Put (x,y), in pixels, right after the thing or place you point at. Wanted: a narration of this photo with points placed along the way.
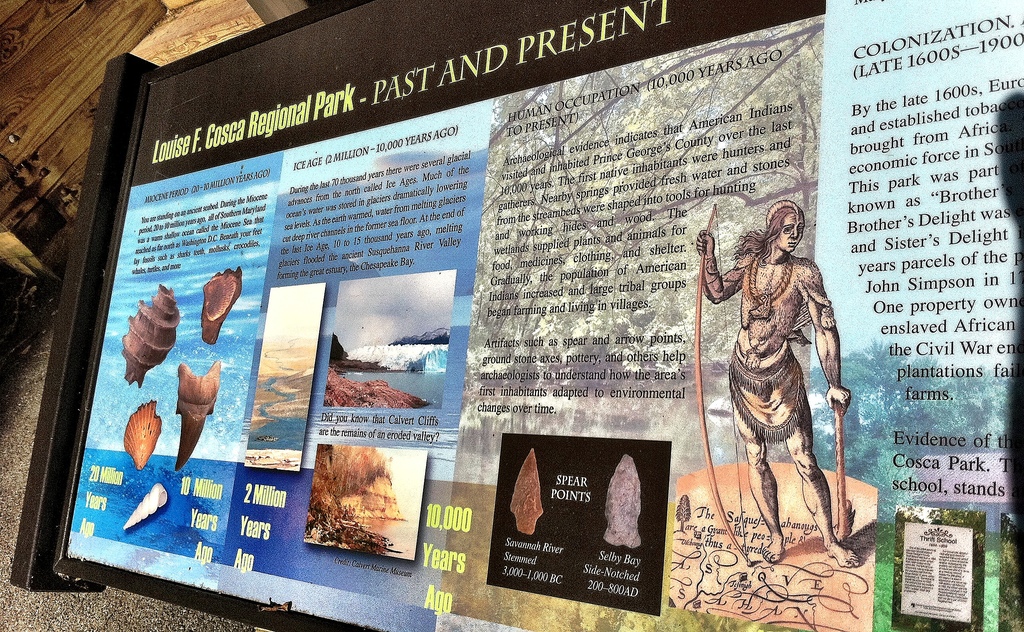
In this image there is a board (282,579) on the wall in which we can see there is some text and photos (604,454).
